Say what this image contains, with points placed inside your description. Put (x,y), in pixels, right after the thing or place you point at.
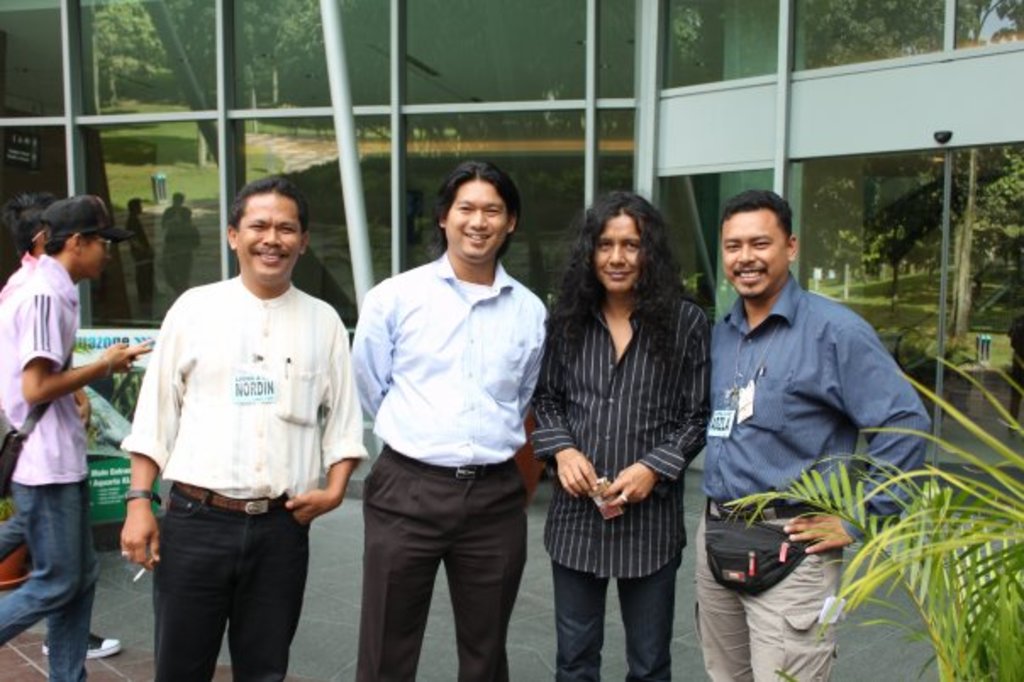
In the picture I can see people (496,366) are standing on the ground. In the background (369,183) I can see framed glass wall (417,192), plants (989,535), trees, a banner (123,398) which has something written on it and some other objects (533,475). The people (526,306) in the front (551,450) are smiling.
